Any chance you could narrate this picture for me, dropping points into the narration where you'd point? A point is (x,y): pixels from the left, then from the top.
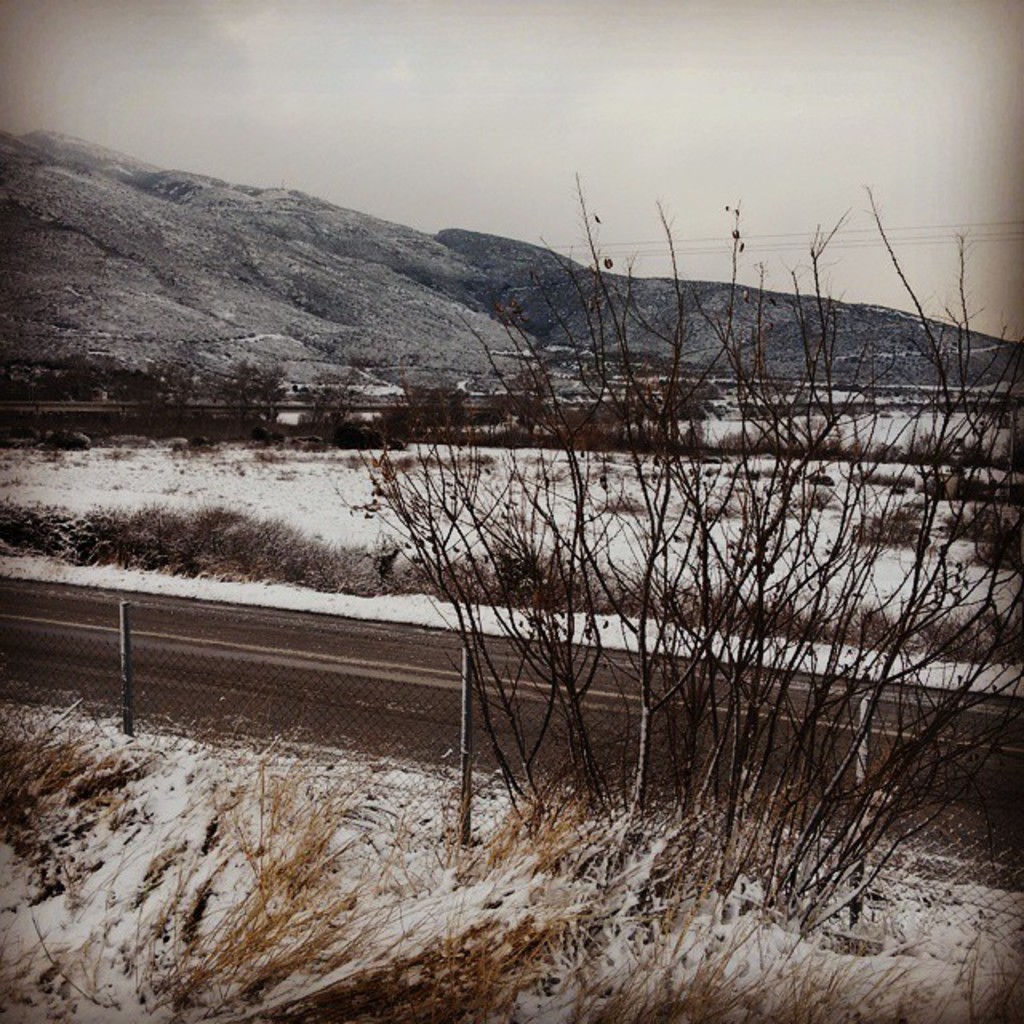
In this image there is a fence (217,698). Before it there are few plants (648,722) and grass (370,931) which are covered with snow (422,903). Behind the fence (254,704) there is road (624,708). Beside the road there is some grass (227,539) on the land (424,534) which is covered with snow (341,521). Background (189,351) there is a hill (519,274). Top of the image (428,229) there is sky (499,187).
